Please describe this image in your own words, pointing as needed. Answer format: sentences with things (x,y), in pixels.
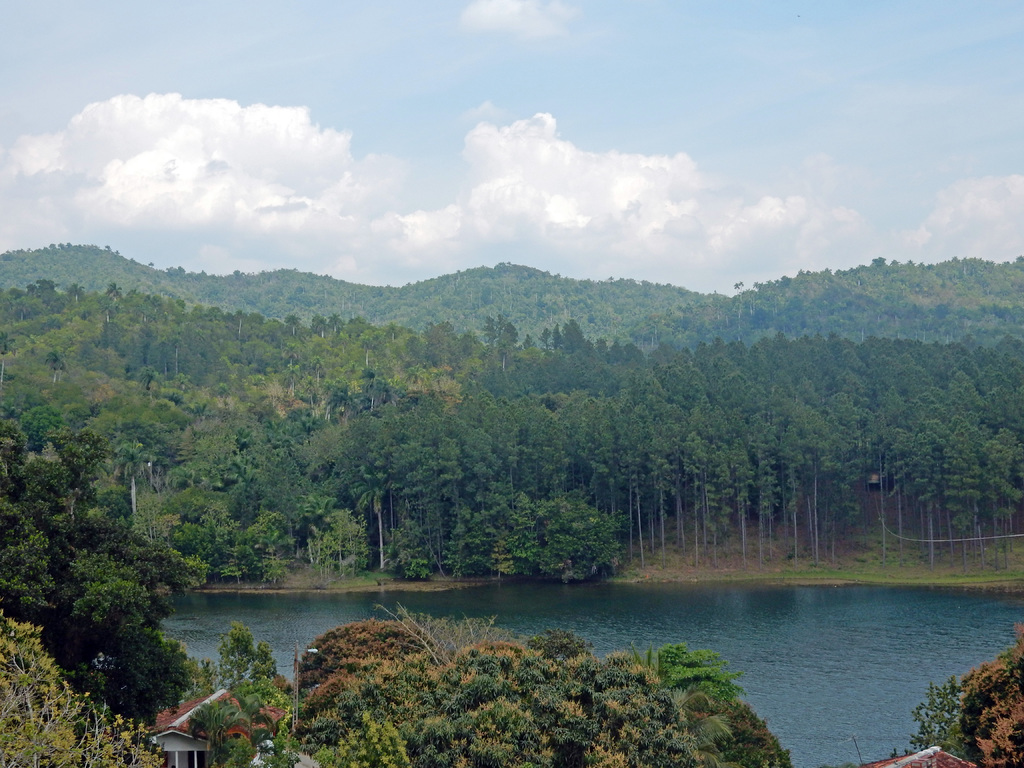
In the foreground of the picture of trees (634,728) and houses (242,728). In the center of the picture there is a water body (547,596). In the background (529,323) there are trees (334,285), hills (468,291) covered with trees (381,317) and clouds (503,236). At the top (414,60) it is sky (414,60).
